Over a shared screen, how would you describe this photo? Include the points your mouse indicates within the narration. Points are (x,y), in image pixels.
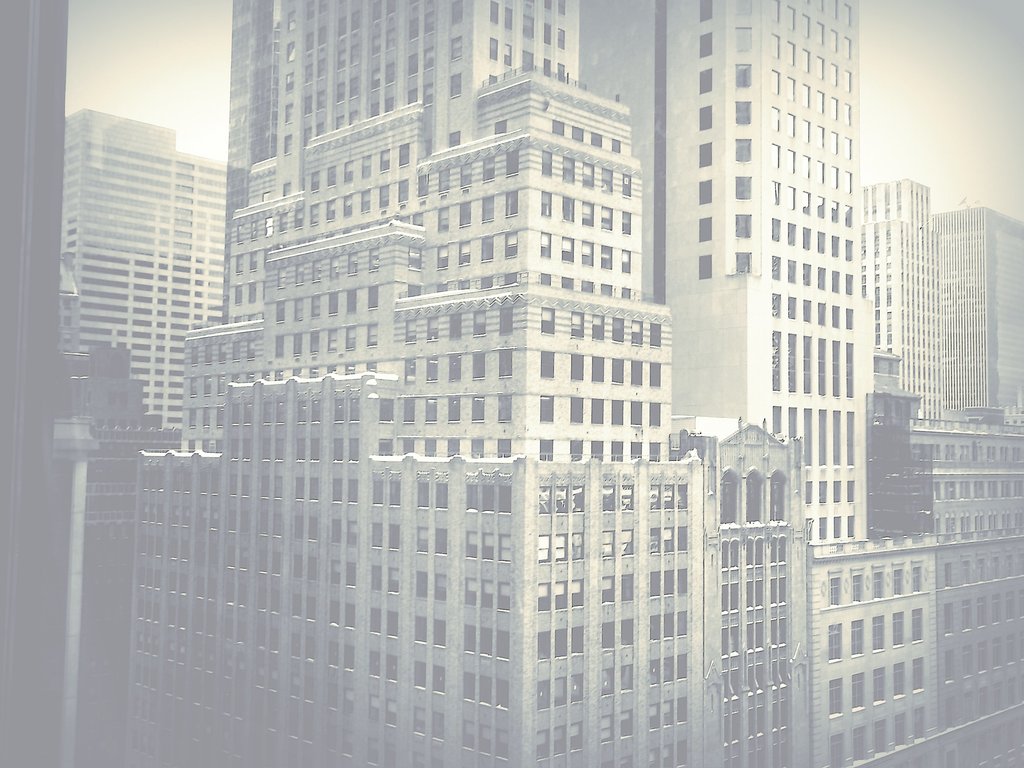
In this picture there are buildings (530,351) in the center of the image (524,390).
